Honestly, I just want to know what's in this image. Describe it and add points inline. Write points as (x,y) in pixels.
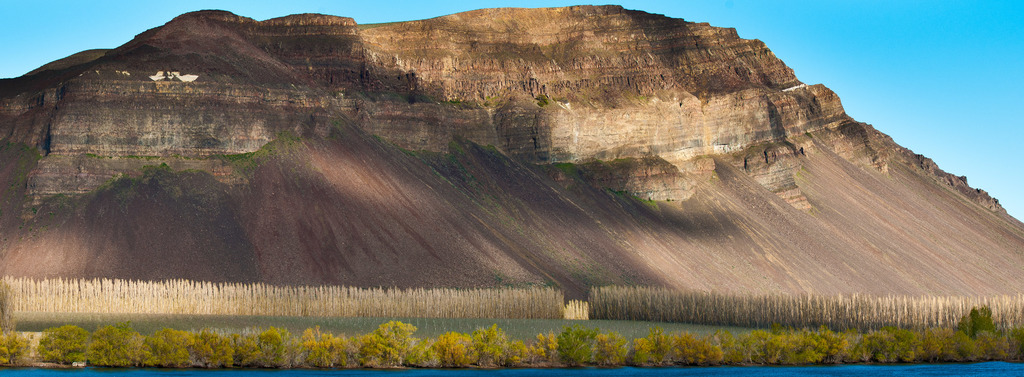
In the picture I can see the hills (868,186). I can see the plants (562,345) at the bottom of the picture (604,346). There are no clouds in the sky (969,93).
